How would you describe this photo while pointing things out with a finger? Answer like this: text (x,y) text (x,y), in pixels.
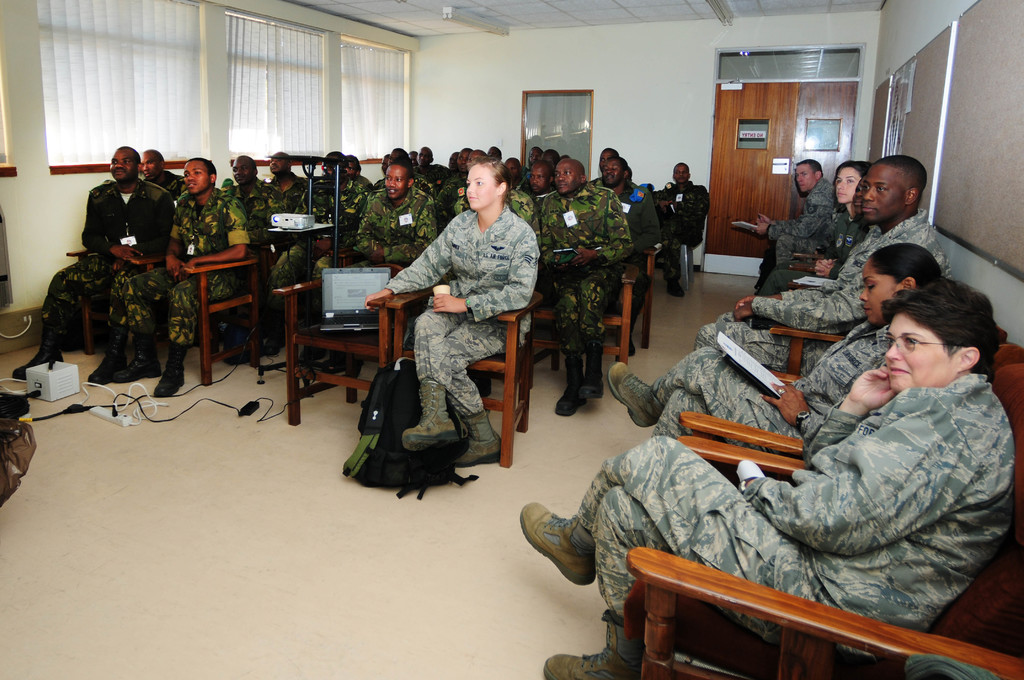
In this picture of a group of people (693,191) sitting on the chair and door (754,133) on the right (824,100).
